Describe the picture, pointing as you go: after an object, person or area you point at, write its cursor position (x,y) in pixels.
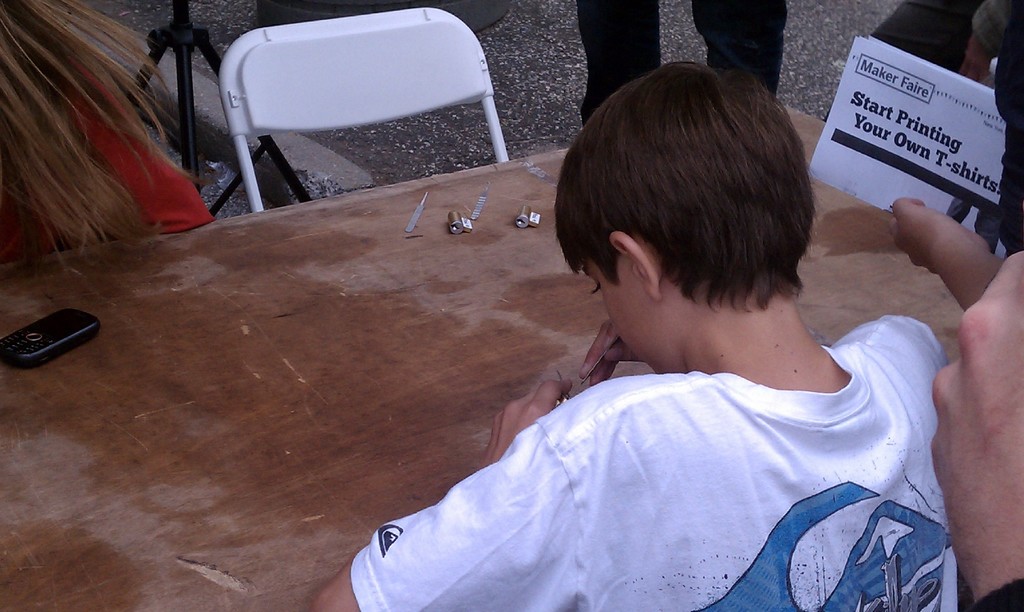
In this image at the foreground (762,386) we see a boy (826,527) sitting on the chair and there is a phone (0,357) on the table (130,330).
